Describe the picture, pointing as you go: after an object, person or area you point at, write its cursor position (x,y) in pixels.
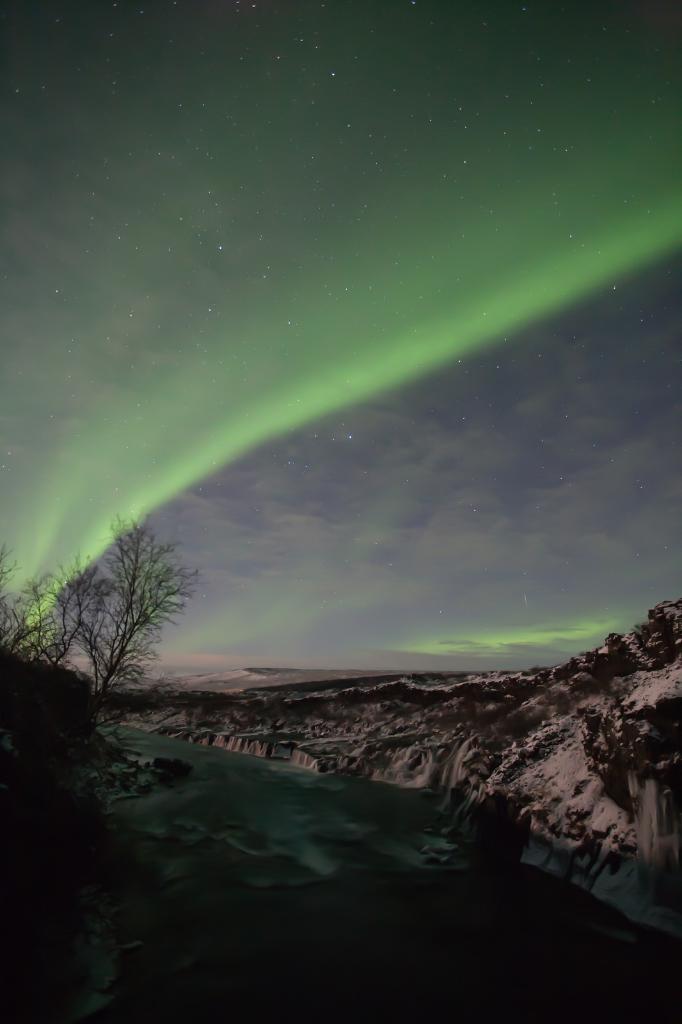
On the left side (61,668), there are trees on the hill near the water (286,819) of a river (194,762). On the right side (576,730), there is a snow hill (622,717). In the background (573,471), there are clouds (618,427) and stars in the sky (484,216).
